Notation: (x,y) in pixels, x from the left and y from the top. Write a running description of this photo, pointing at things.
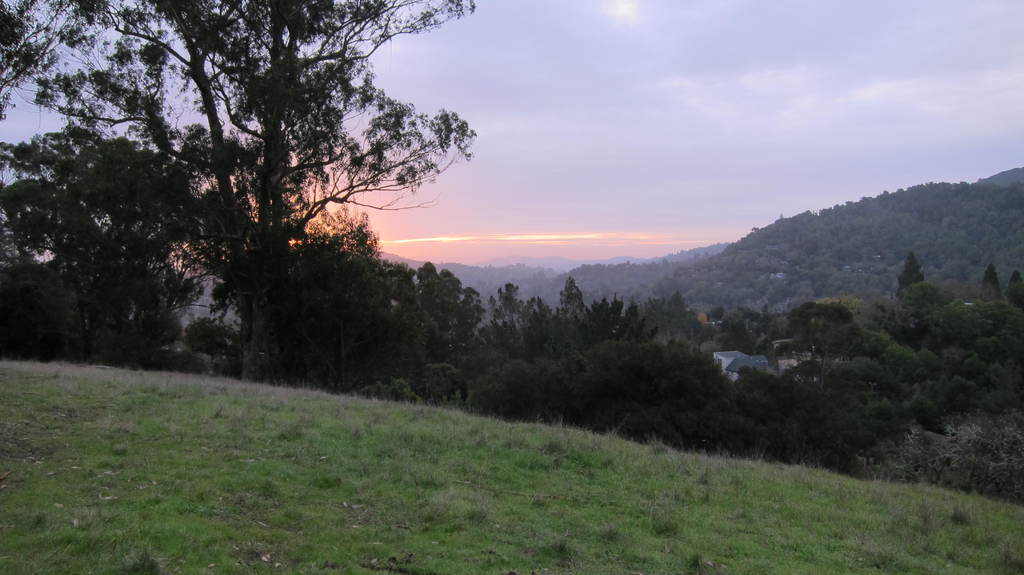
In this image we can see the grassland (506,539), trees (322,380), houses (727,367), hills (712,297), the sunlight (461,240) and the cloudy sky (761,74) in the background (636,164).
